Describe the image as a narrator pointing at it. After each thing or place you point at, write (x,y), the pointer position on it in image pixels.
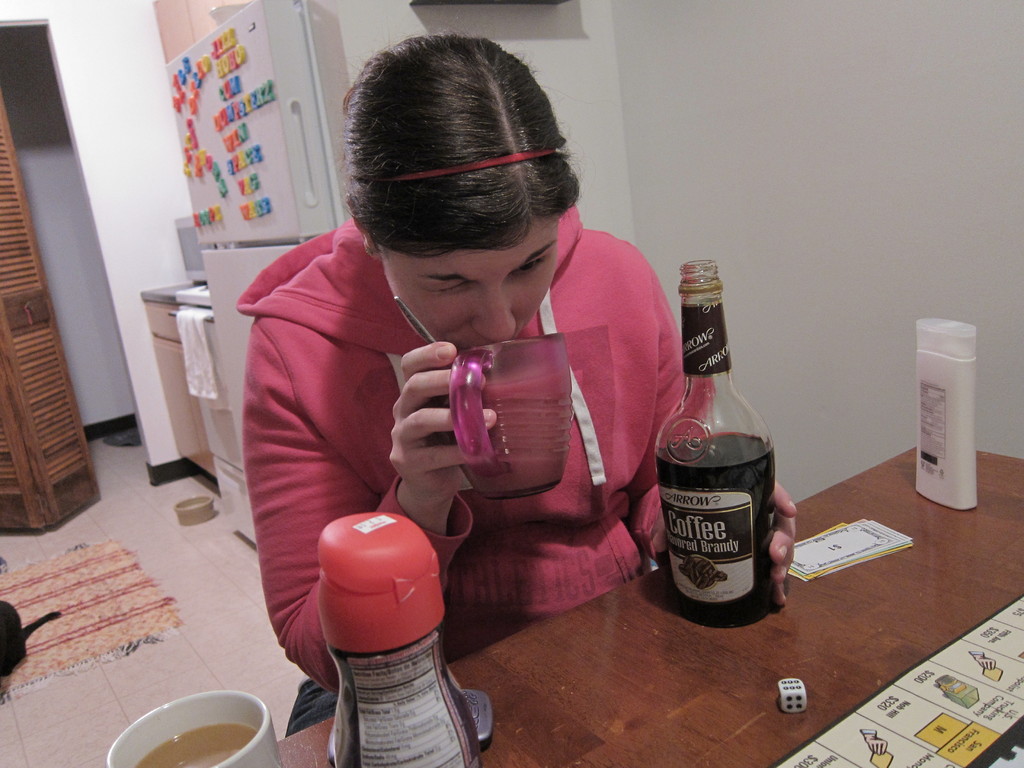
In this picture there is a woman (597,540) sitting and leaning on a table (615,637). She is drinking and holding a bottle (716,454) in another hand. She is wearing a pink sweater (591,297) and a pink band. On the table (936,549) there is a shampoo bottle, some papers (884,543), a chart (940,679), a dice (804,703), a jar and a cup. To the right side (802,218) there is a wall (769,221), to the left side (331,203) there is a fridge (206,173), oven (187,246), table (159,302), a bowl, a mat (97,569) and a cupboard (52,410).
